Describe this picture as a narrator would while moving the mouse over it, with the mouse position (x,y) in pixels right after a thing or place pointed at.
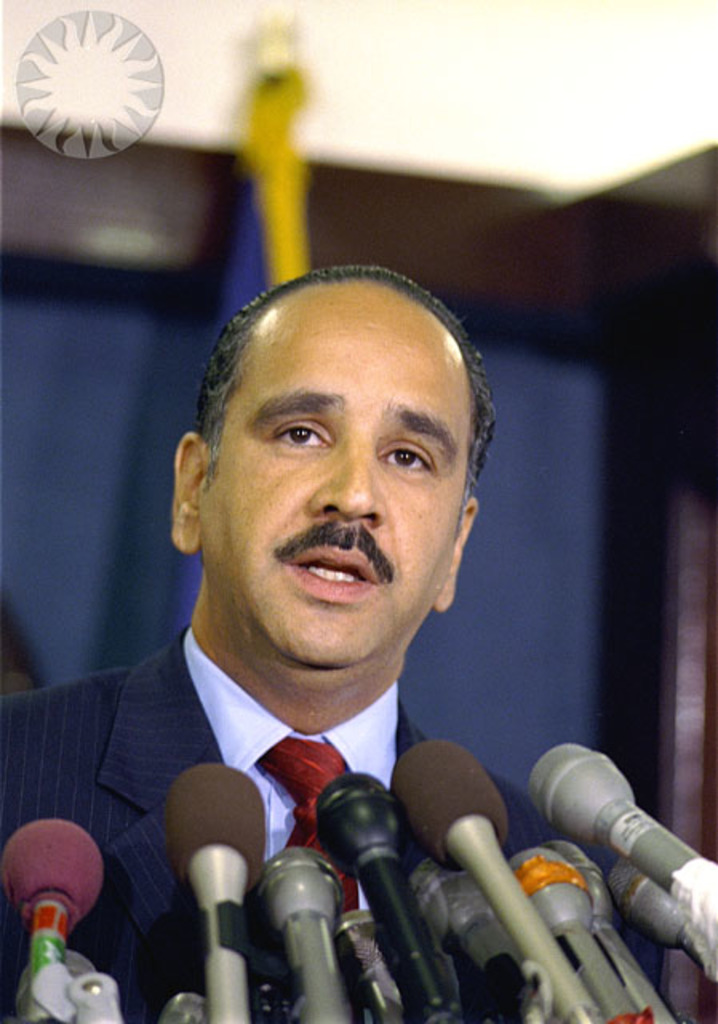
In this image we can see a man (435,535). At the bottom (177,834) there are mics (595,962). In the background (641,322) there is a wall (622,347) and we can see a flag (292,196).
